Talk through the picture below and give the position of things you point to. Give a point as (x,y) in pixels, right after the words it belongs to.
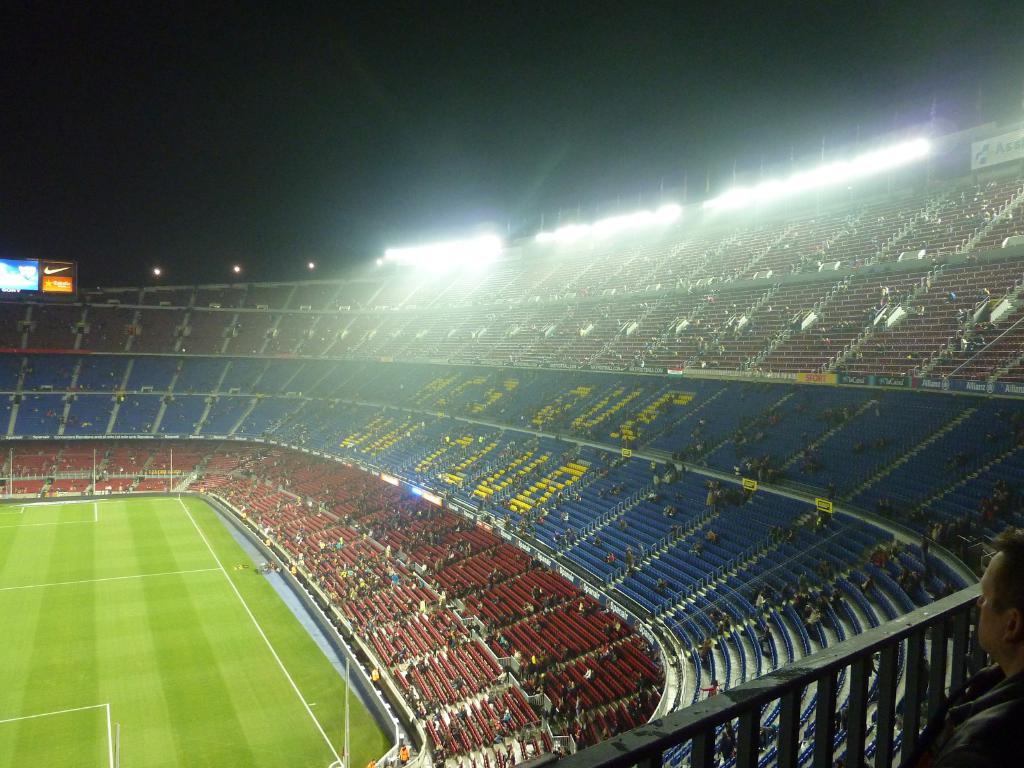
In this image I can see a stadium (212,548). There are chairs (445,669), stairs (406,565), name boards (547,553), group of people (816,615), lights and there is ground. Also there is a dark background (612,153).
